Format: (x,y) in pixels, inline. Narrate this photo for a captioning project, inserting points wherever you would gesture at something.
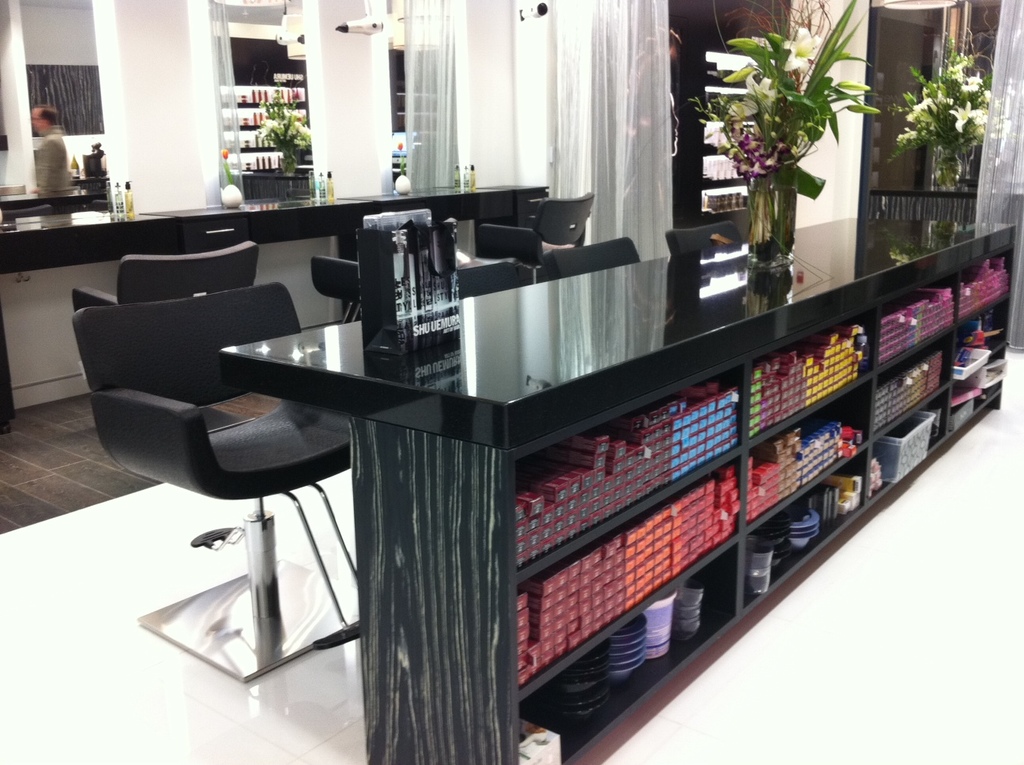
In the center of the image (610,339) there are tables (654,276) and we can see flower bouquets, bottles (119,210) and sprays (324,193) placed on the tables (291,221). There are chairs (587,203) and we can see things (687,456) placed in the shelf (902,363). In the background (1012,310) there is a mirror (406,121) and curtains (610,153).
